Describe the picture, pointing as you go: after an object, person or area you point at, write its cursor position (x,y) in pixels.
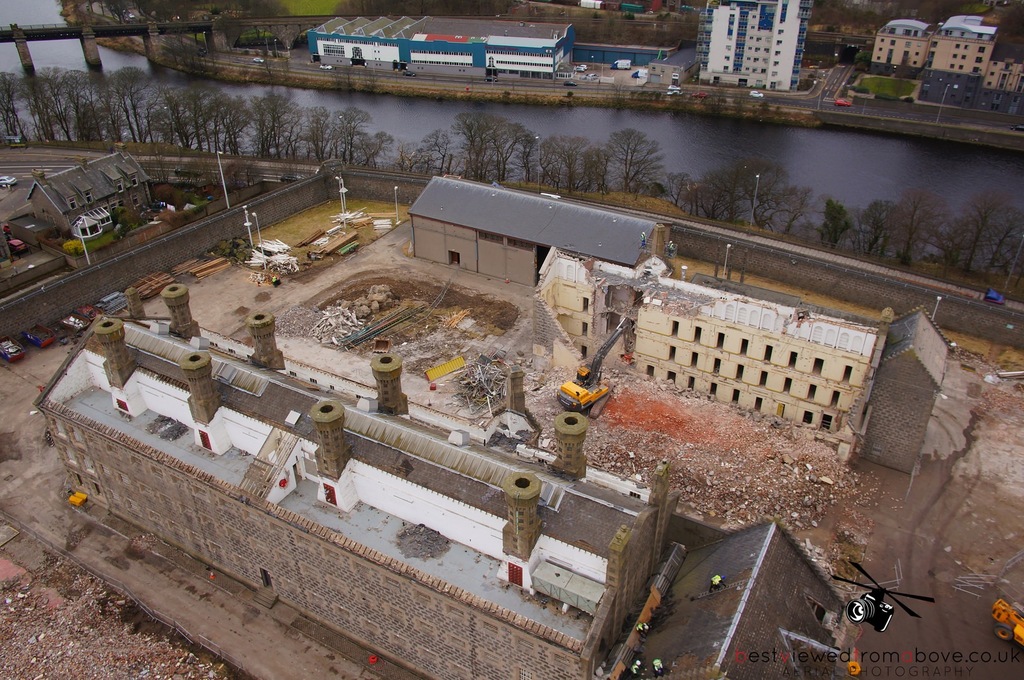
In this picture we can see buildings (370,425), trees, vehicles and water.
